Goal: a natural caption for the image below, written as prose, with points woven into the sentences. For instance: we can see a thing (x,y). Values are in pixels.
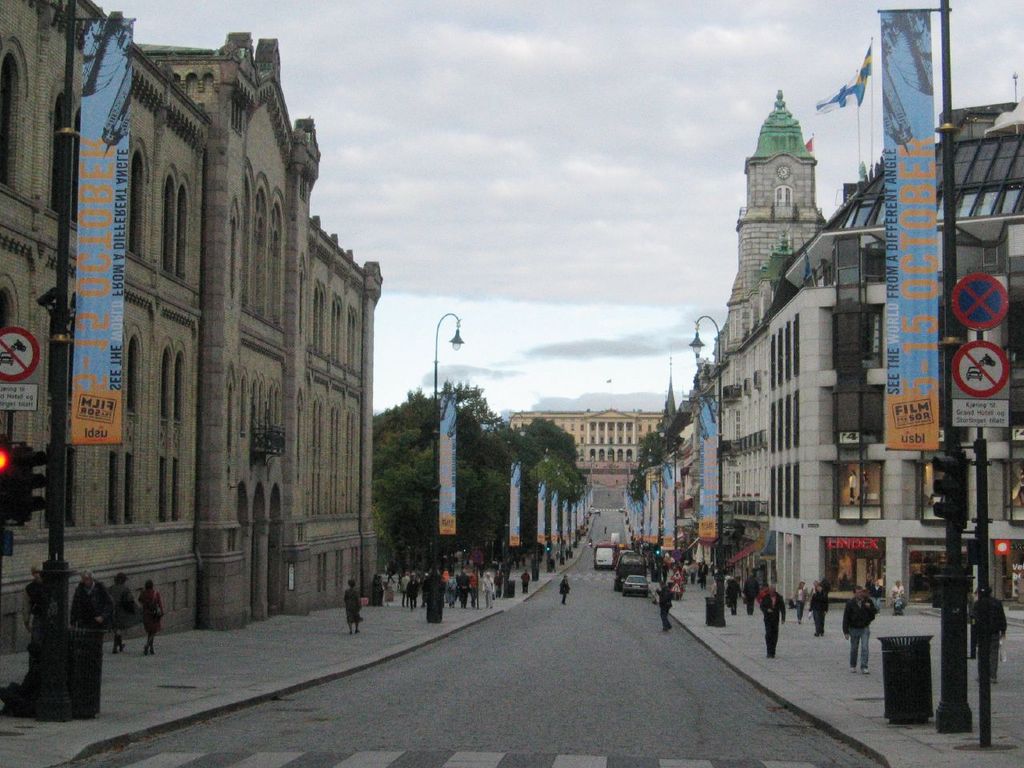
In this picture I can see some vehicles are on the roadside (557,584) few people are walking and also I can see some buildings (864,421), banners (905,398), trees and some boards (962,371).
